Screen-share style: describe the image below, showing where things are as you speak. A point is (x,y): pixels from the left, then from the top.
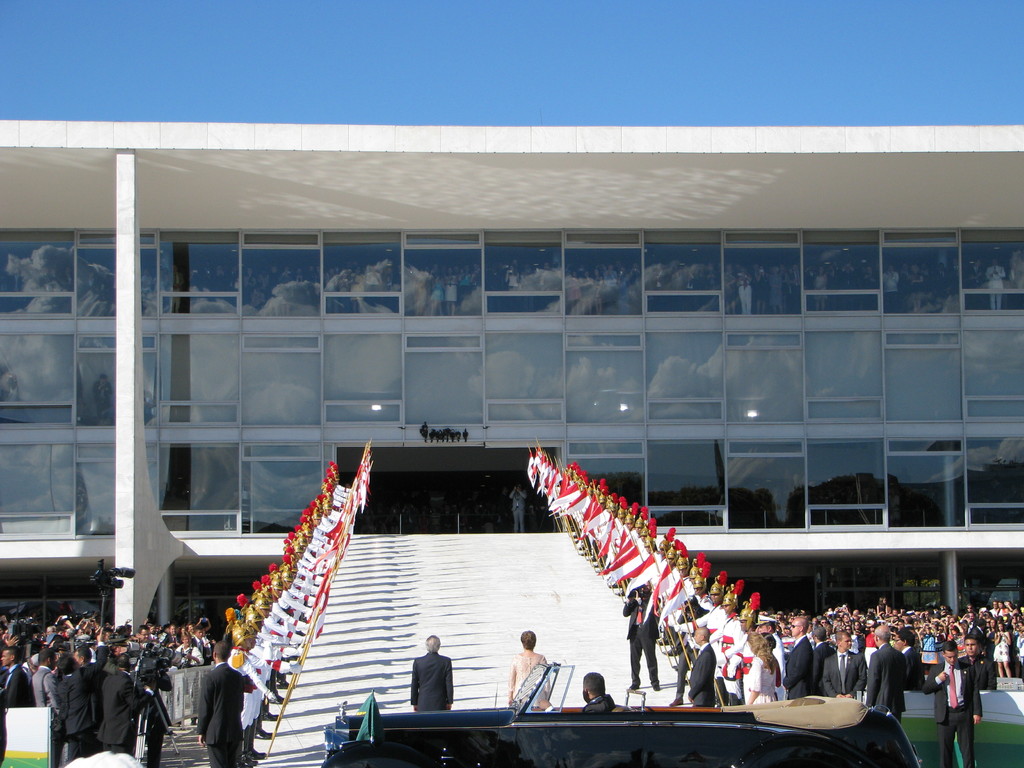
In this picture I can observe some people (837,645). In the middle of the picture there is a path (425,651). In the bottom of the picture (454,756) I can observe a vehicle (413,751). In the background (651,213) there is building (482,287) and sky (463,81).
